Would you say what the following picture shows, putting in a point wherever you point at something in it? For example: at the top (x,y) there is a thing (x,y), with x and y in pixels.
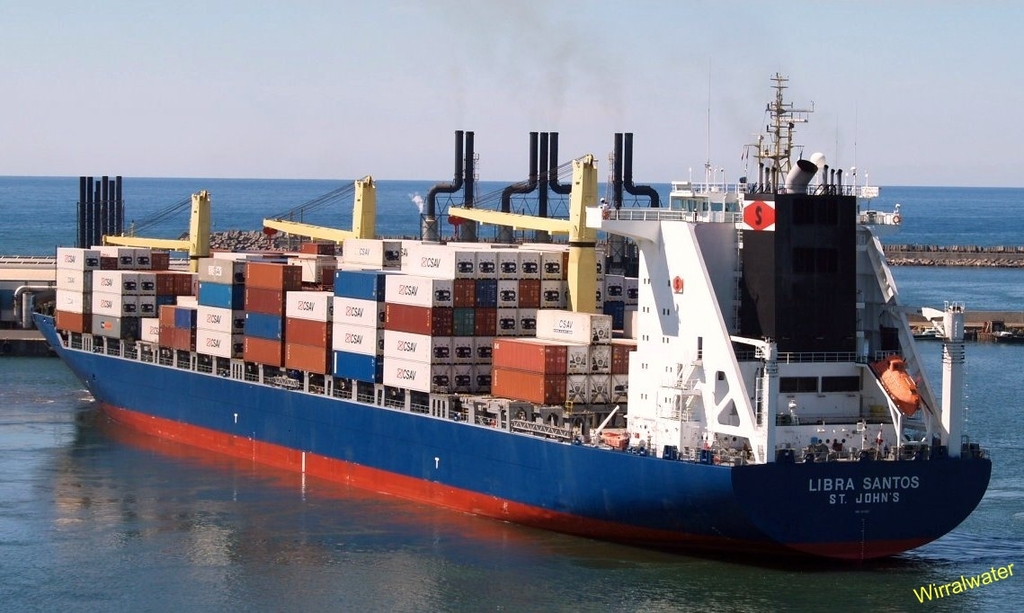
In this image there is a ship (326,478) sailing in water (392,530). Behind there is a breakwater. Top of image (300,143) there is sky (363,70).
